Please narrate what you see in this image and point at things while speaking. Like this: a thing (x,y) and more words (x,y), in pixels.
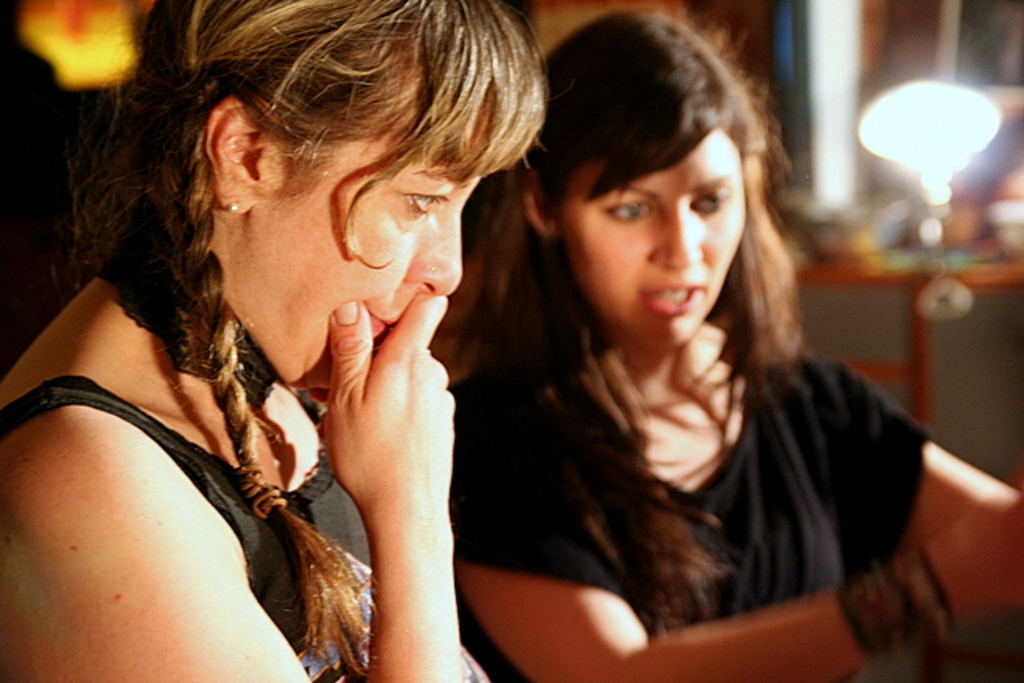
In this picture I can see couple of woman (536,427) and I can see a light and few items (902,240) on the table (1004,273) in the background (905,227).
